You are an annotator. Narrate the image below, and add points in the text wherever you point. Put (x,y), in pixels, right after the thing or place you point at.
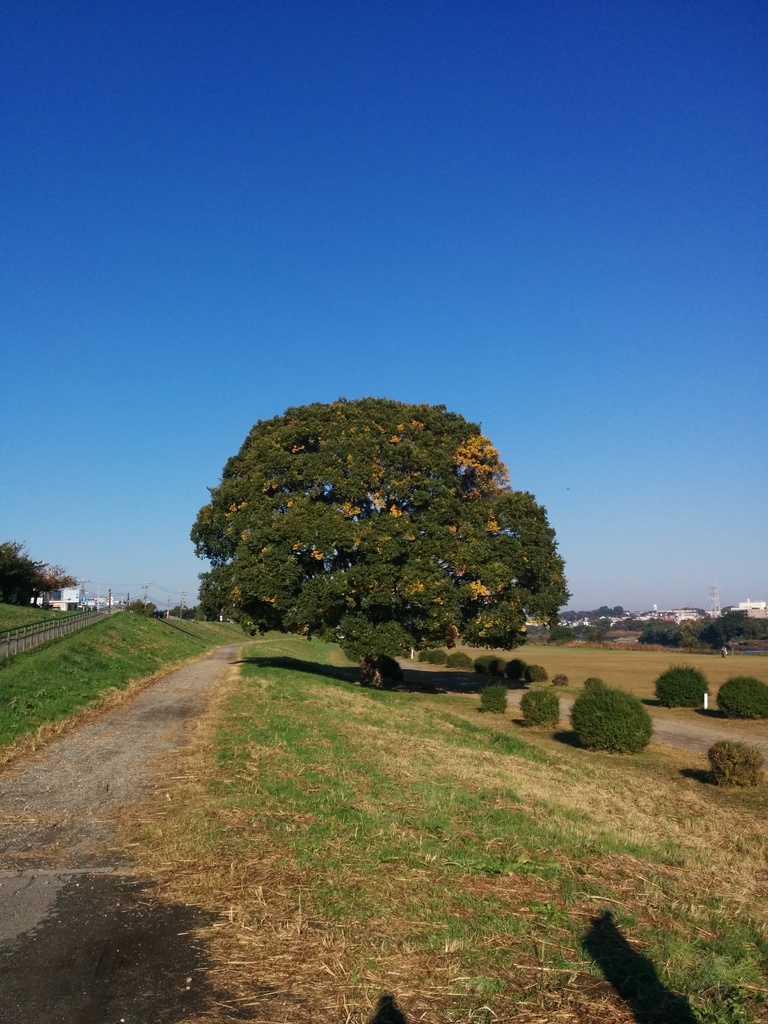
In this image I can see there are trees (544,588), on the left side (128,782) it looks like a road (97,832), at the top (475,85) it is the sky (428,105).
